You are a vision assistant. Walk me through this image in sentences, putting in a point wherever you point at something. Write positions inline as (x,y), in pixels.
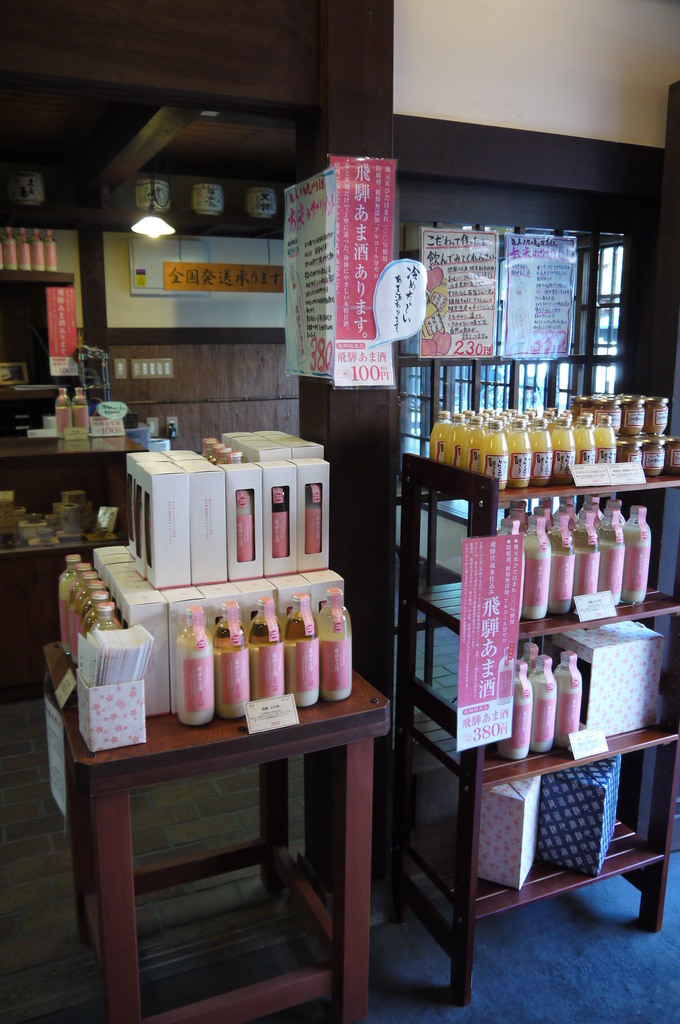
In this image we can see a table (184,740) with bottles (195,628) and boxes (179,538). Also there is a cupboard (415,502) with bottles (565,680), boxes (567,768), posters (500,646) and tags (621,481). In the back (492,338) we can see posters (342,260). On the ceiling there is a light (158,234). In the background (132,372) there is a wall (257,380). And we can see a cupboard (63,475) with bottles (19,260). Also there are windows (508,379).
